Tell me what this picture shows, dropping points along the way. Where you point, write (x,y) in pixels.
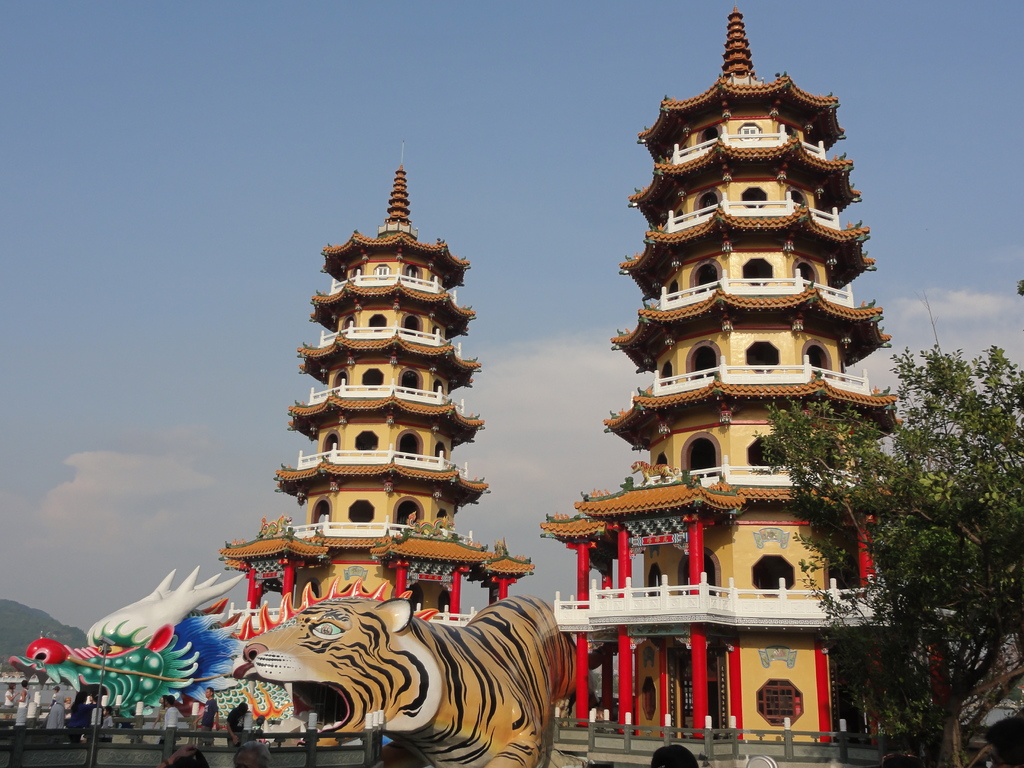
As we can see in the image there are buildings (407,349), windows (418,511), fence (760,289), toy animal (478,619), trees (950,630) and sky (115,244).
